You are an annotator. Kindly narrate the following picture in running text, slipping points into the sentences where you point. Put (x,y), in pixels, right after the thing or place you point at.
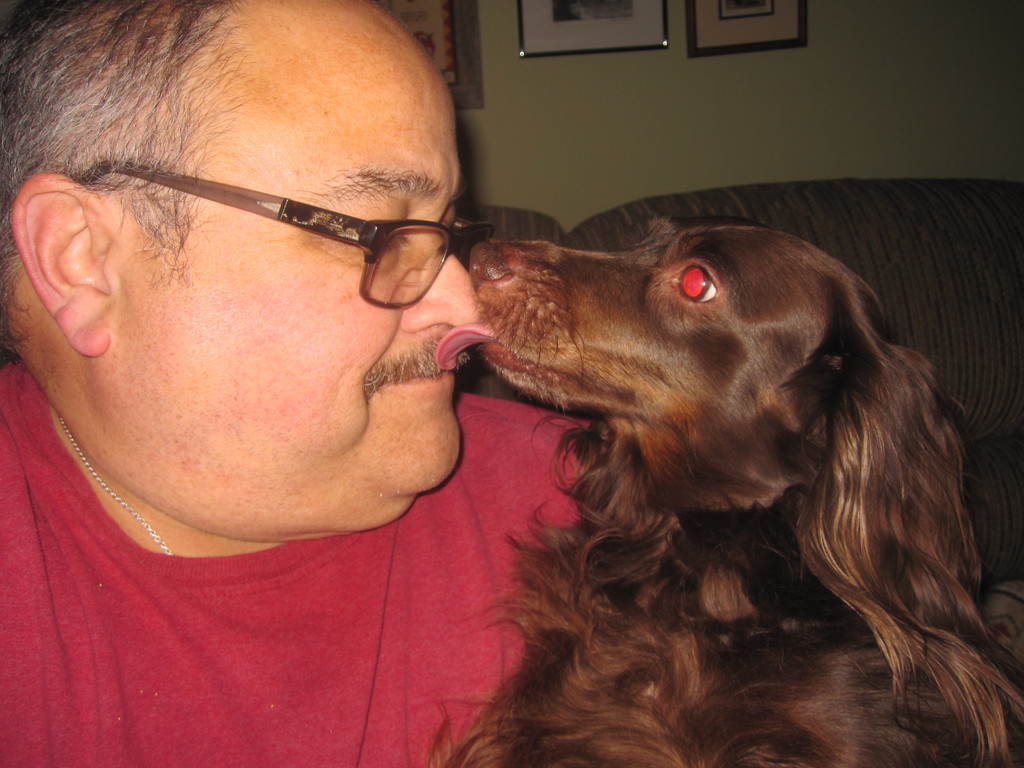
there is a dog (617,505) licking the man's nose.
